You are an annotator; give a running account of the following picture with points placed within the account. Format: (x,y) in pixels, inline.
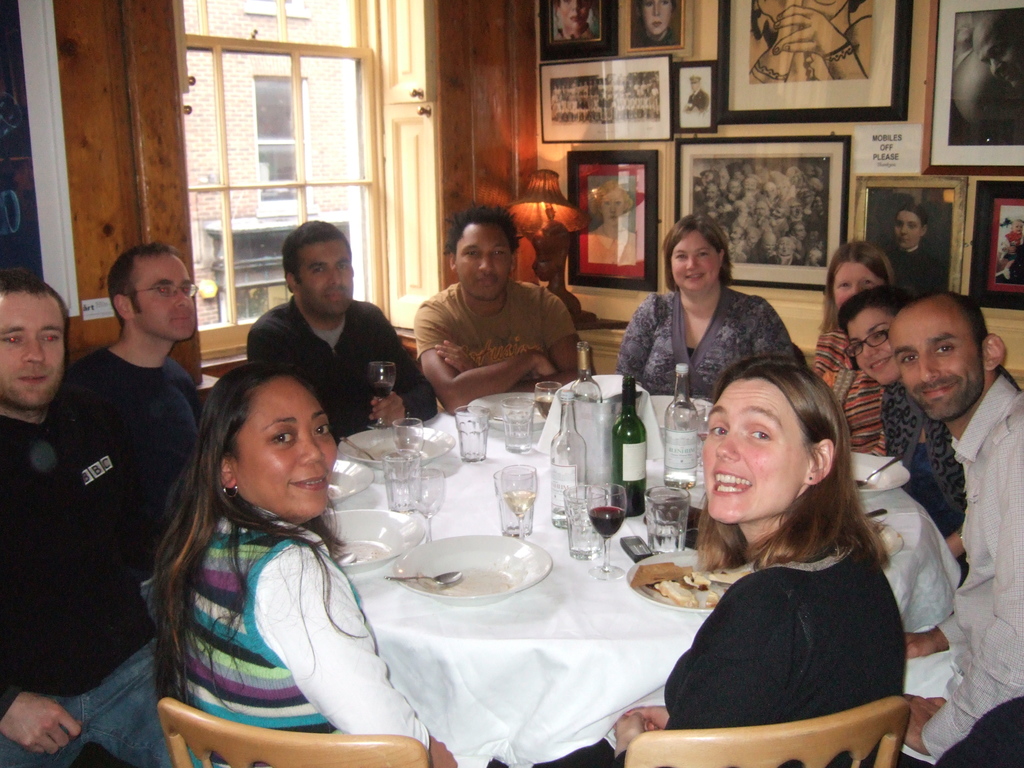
In this picture there are many people (869,324) are sitting around the table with a white cloth (658,441) on top of it. There are glasses (597,537) and plates (500,569) on the table (557,653). Few wine bottles (619,450) are on top of it. In the background (589,116) there are many photo frames (588,87) and posters (908,126) attached to the wall (695,49). There is also a glass window (368,118) in the background (330,155).
